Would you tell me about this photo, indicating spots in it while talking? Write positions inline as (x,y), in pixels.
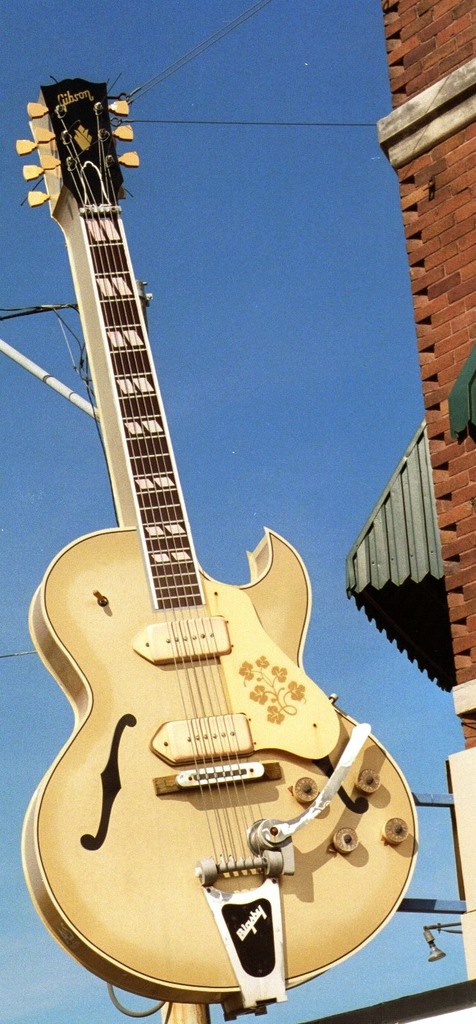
In the center of the image (161,500), we can see a guitar (180,553) and in the background (455,570), there is a building (455,580) and we can see a pole (45,376) along with wires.
